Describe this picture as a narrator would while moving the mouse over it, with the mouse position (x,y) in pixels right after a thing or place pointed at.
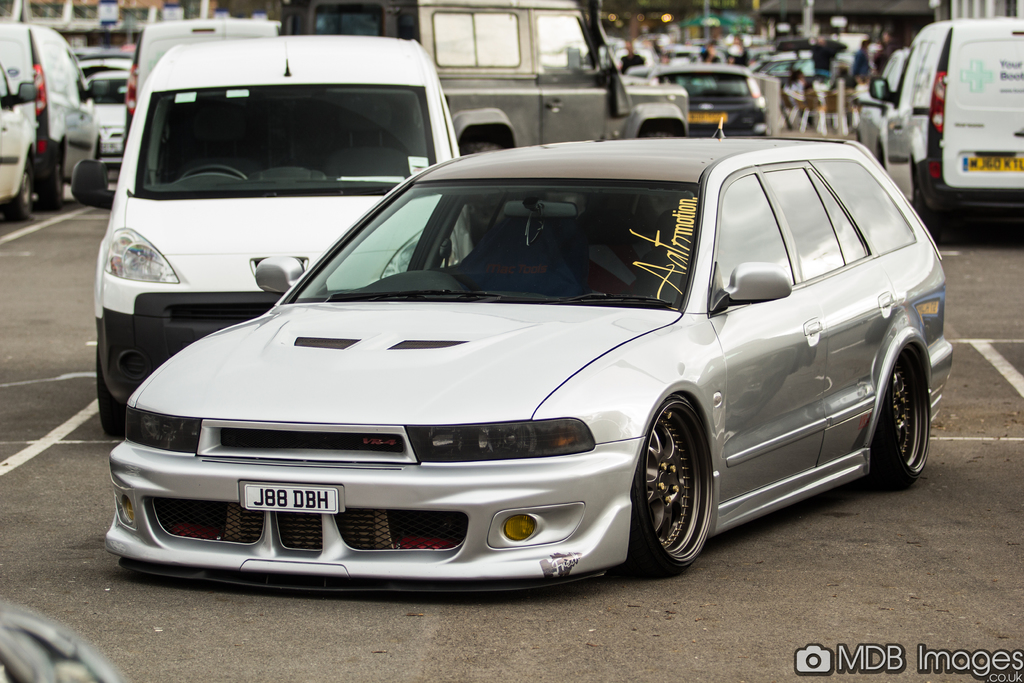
In this image there are a group of vehicles (335,198) and there are some persons (816,70), and in the background (736,9) there are some buildings (28,4) and at the bottom (76,503) there is a road (43,227).
